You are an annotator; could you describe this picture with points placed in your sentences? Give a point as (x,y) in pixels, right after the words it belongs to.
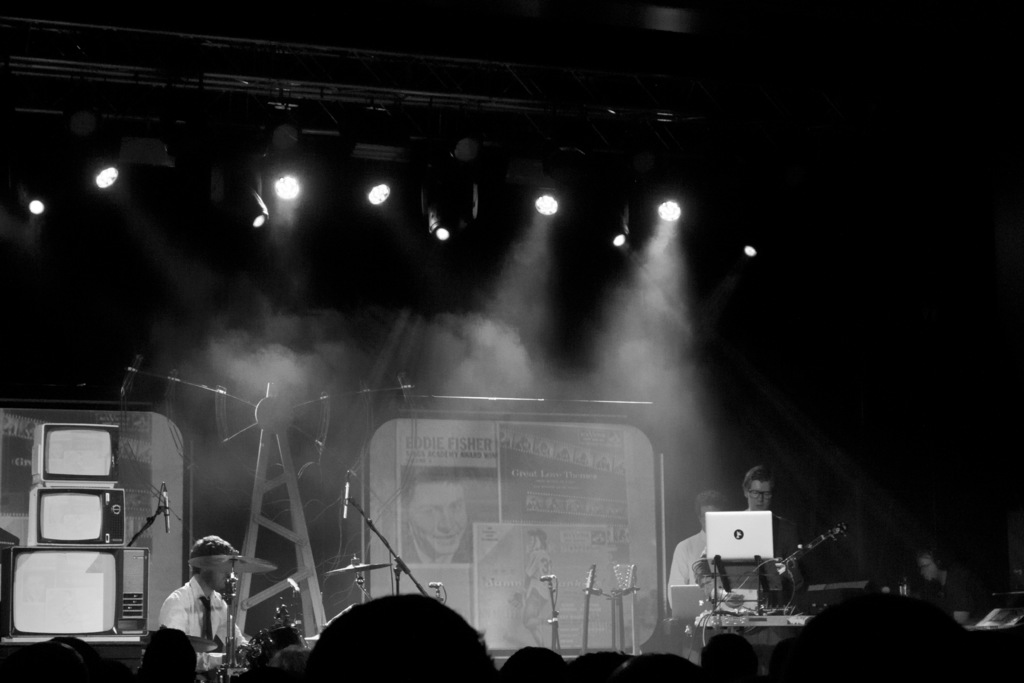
This is a black and white image. At the bottom of the image (389,680) we can see crowd (519,655). In the center of the image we can see persons (697,535), musical instruments (825,535), television (71,452) and mics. In the background (579,430) we can see posters (564,447) and lights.
